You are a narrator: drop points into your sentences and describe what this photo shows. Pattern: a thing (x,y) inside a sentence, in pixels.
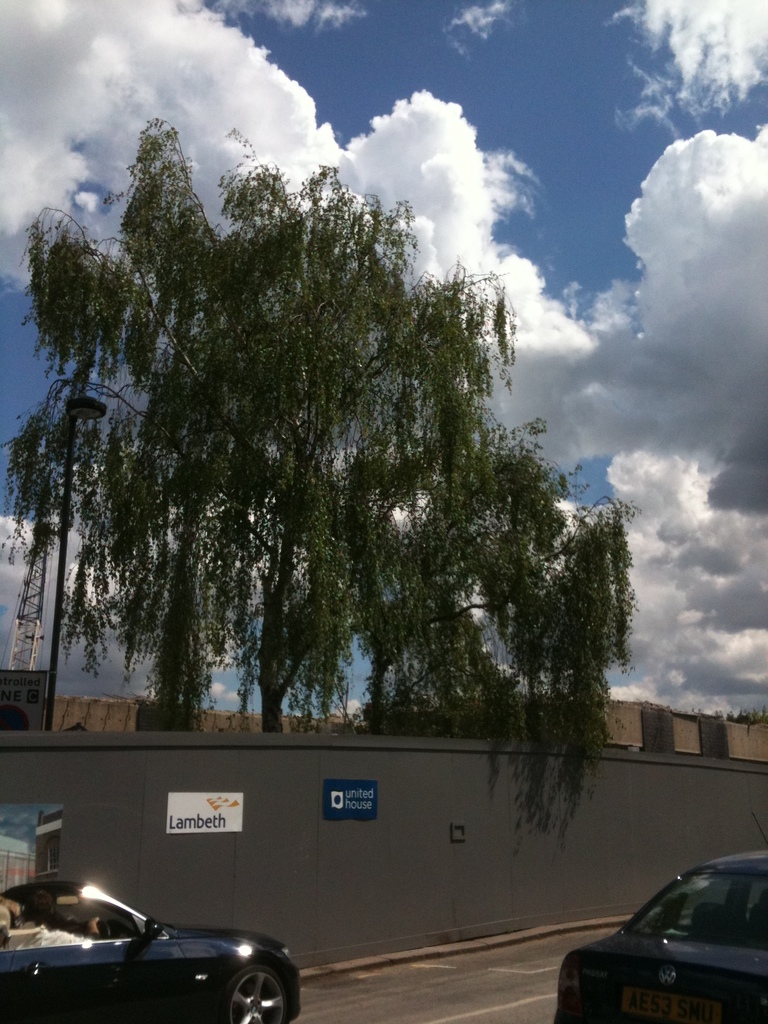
This is an outside view. At the bottom (240,966) there are two cars (96,956) on the road (386,1002). Beside the road (417,991) there is a wall (362,837) on which few boards (344,804) are attached. Behind the wall (303,768) there is a tree (361,541) and a building (668,735). At the top of the image (571,91) I can see the sky (522,52) and clouds (156,36).
